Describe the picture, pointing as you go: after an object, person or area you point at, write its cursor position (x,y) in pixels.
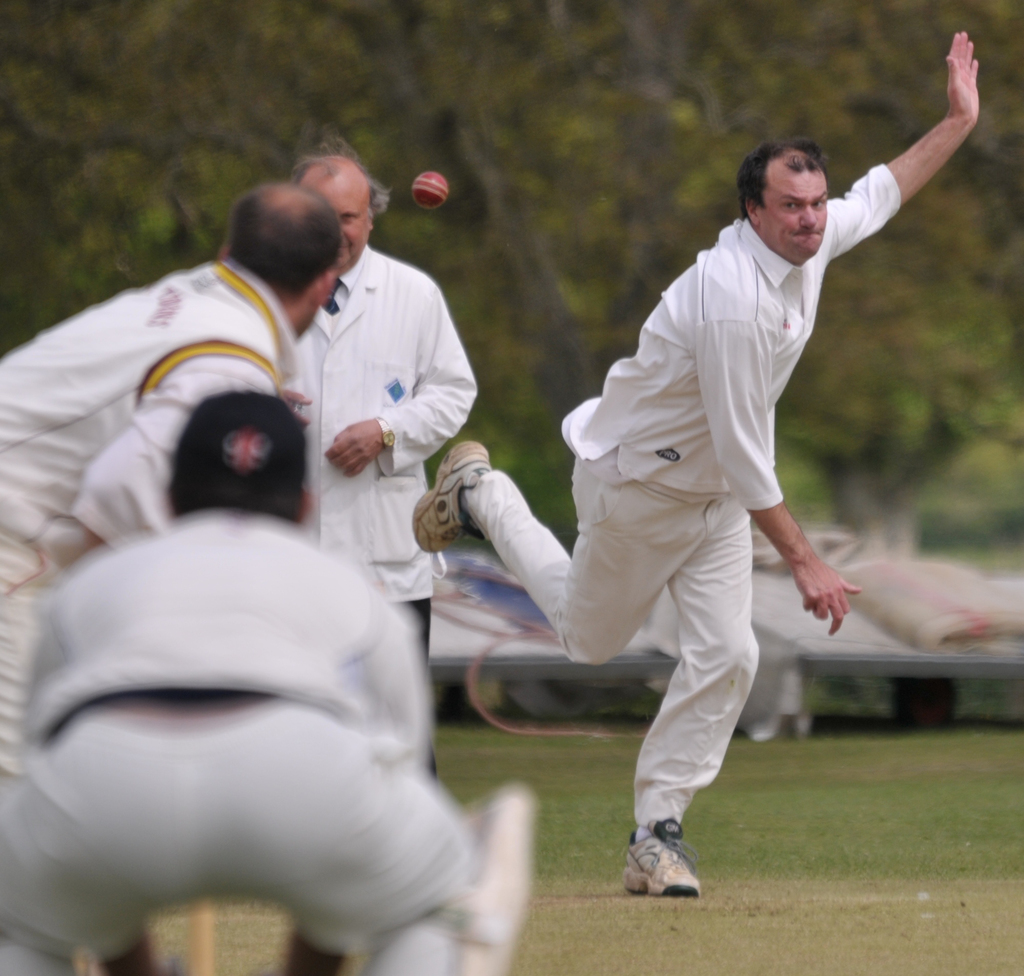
There are players (293,316) in white color dresses (288,863) playing cricket in the ground (824,806). There is an umpire (353,257) in white color shirt (376,396) standing in the ground (472,800). In the background (570,401), there are trees (644,91) and there are other objects (879,634).
